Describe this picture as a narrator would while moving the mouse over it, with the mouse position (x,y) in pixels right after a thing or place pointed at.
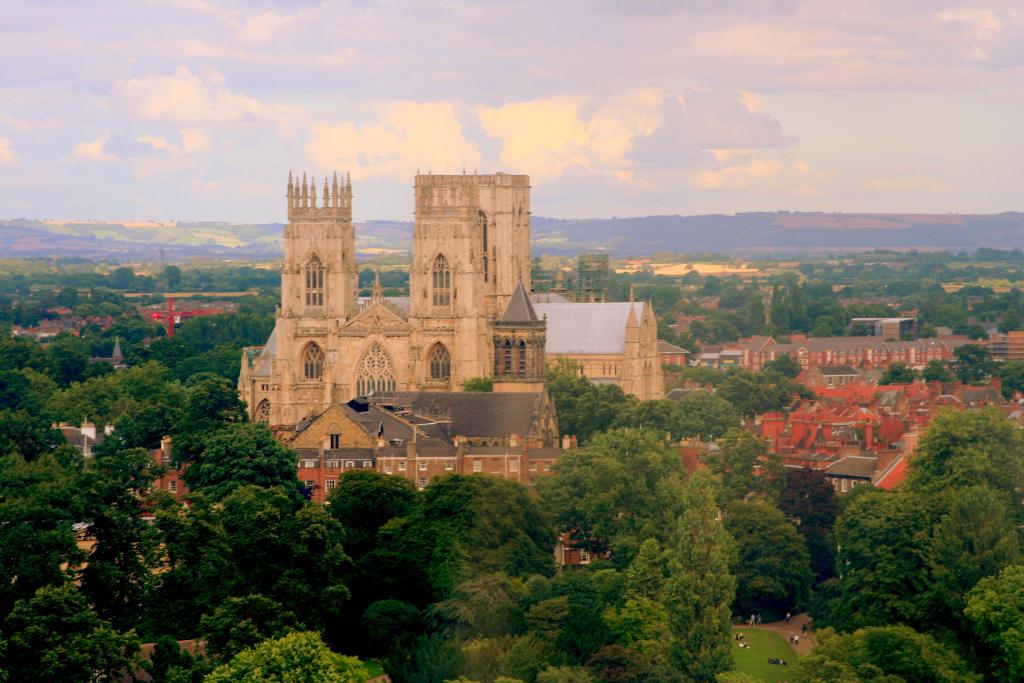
In this image we can see some buildings (398,401) and houses (404,403) with roof (401,403). We can also see a large group of trees (419,531) and the grass (749,641). On the backside (735,246) we can see the hills (602,223) and the sky (816,131) which looks cloudy.
